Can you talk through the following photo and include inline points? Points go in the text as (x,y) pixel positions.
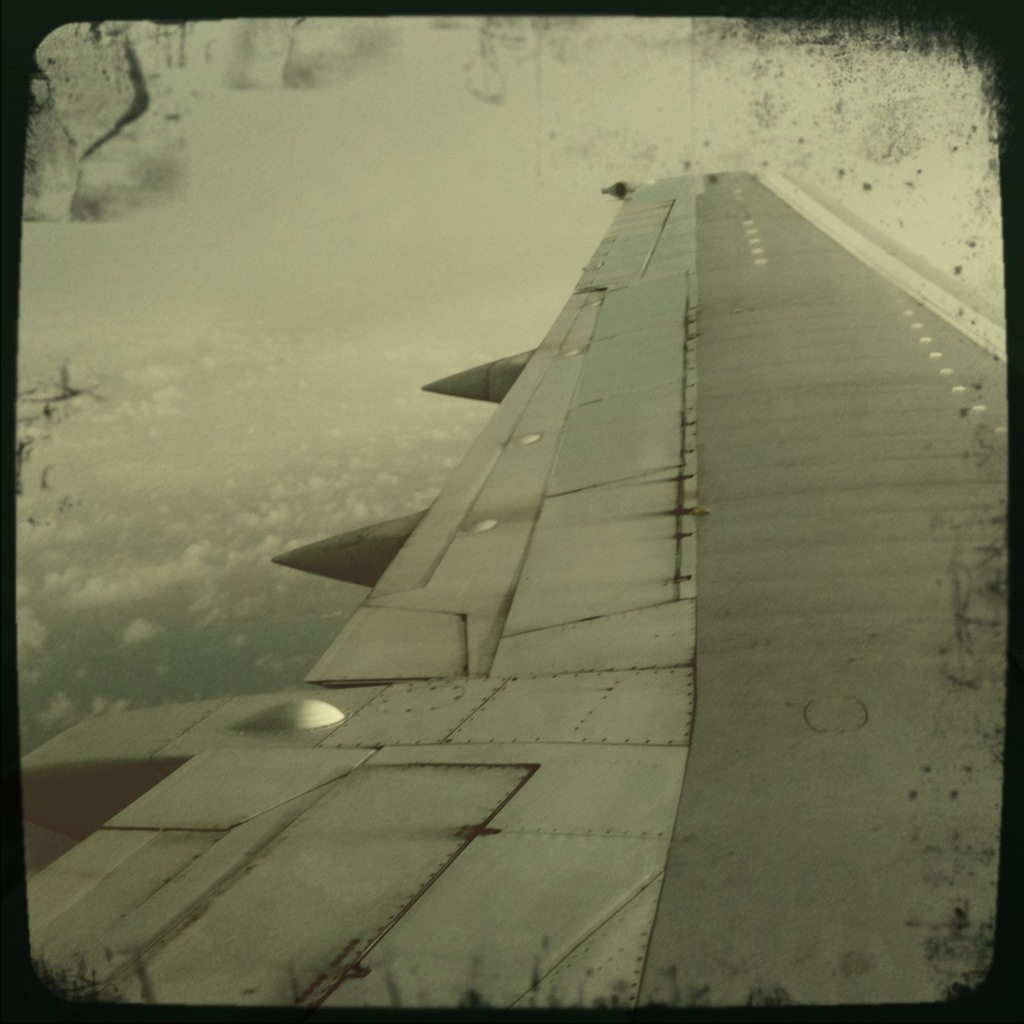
In this picture we can see an airplane wing (442,559) and this is a black and white picture.
